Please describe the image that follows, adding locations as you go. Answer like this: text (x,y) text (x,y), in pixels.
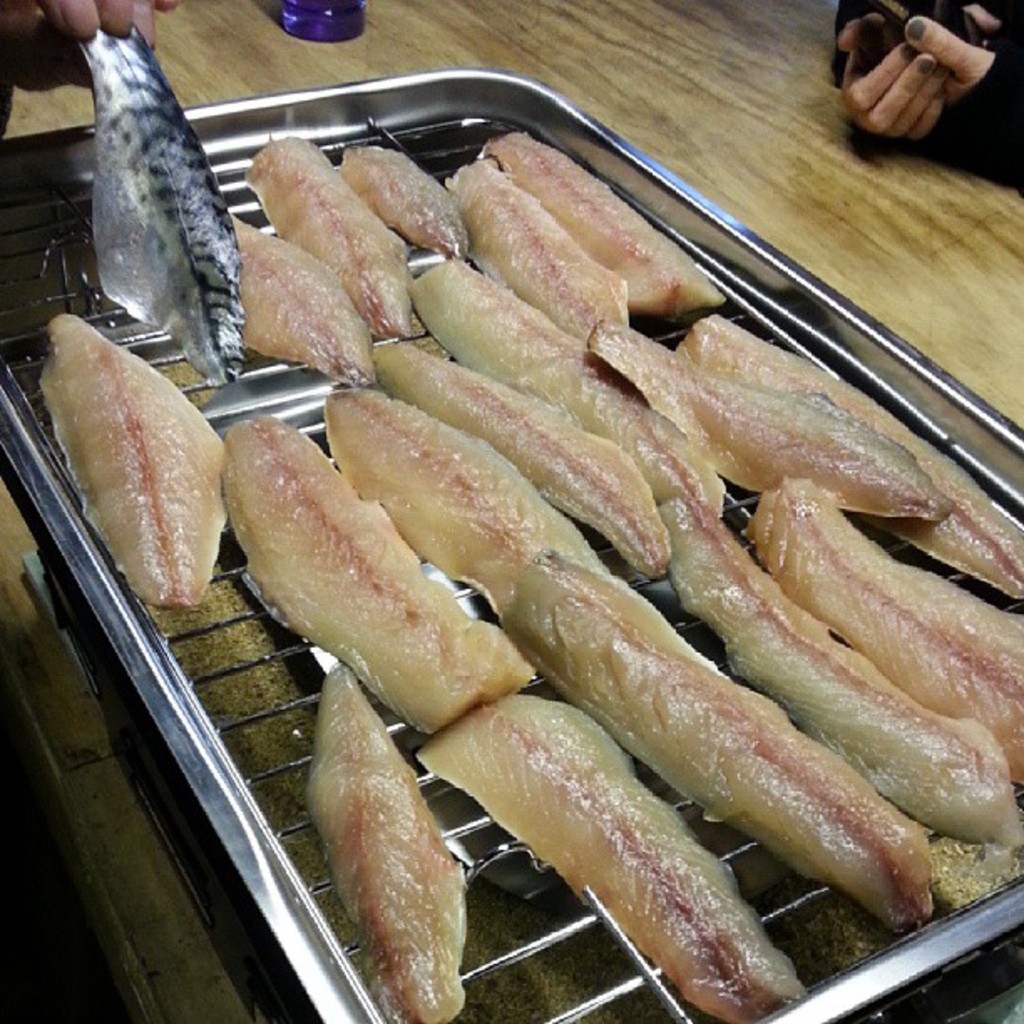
In this image there are hands (886,99) of a person (966,53) on the right corner (896,53). There are hands (69,5) of a person (37,37) on the left corner (38,40). There is an object (301,22) in the background (331,24). And we can see a table (144,910), There is meat (368,921) on the metal object (295,903) in the foreground (372,627).
